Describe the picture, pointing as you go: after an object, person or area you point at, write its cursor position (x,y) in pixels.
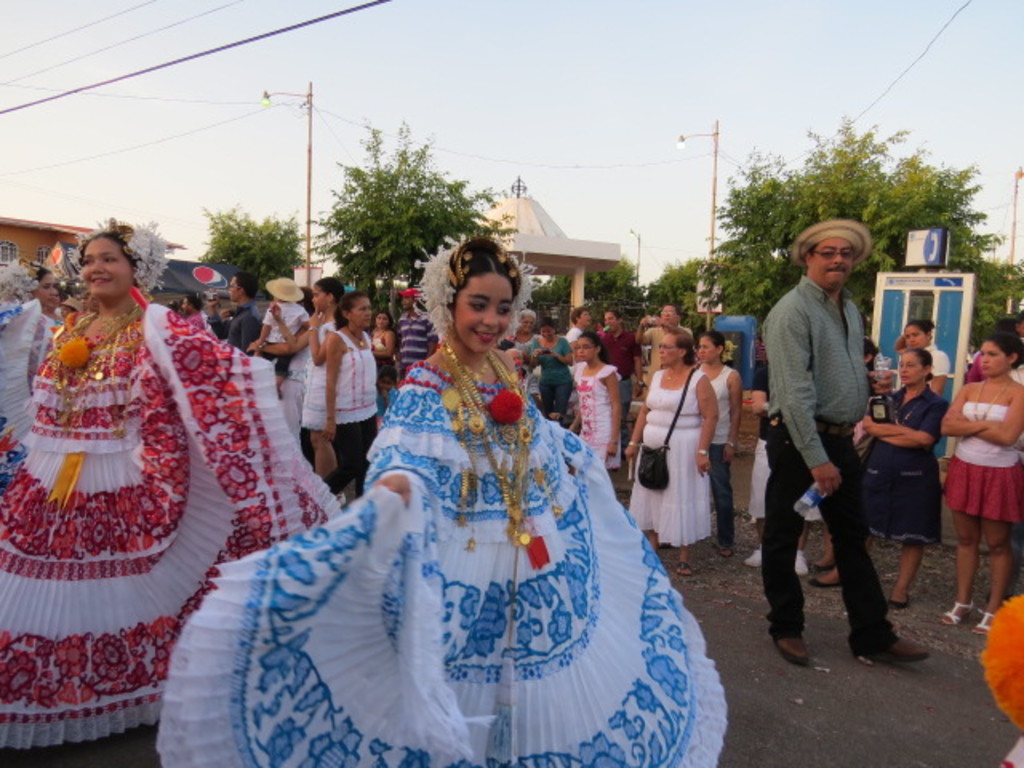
This image is taken outdoors. At the top of the image (401,72) there is the sky (589,69). In the background (697,293) there are a few trees (383,228). There are a few poles (713,208) with street lights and there is a roof (572,255) with pillars (580,288). On the left side of the image (35,251) there is a building (22,247) and a few people (52,301) are standing on the road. A woman (264,452) is with a different type of costume (110,550). Many people (73,306) are standing on the road (736,513) and a few are walking. In the middle of the image (483,503) there is a woman (487,593) performing on the road (745,667) and she is with a different type of costume (366,599).
